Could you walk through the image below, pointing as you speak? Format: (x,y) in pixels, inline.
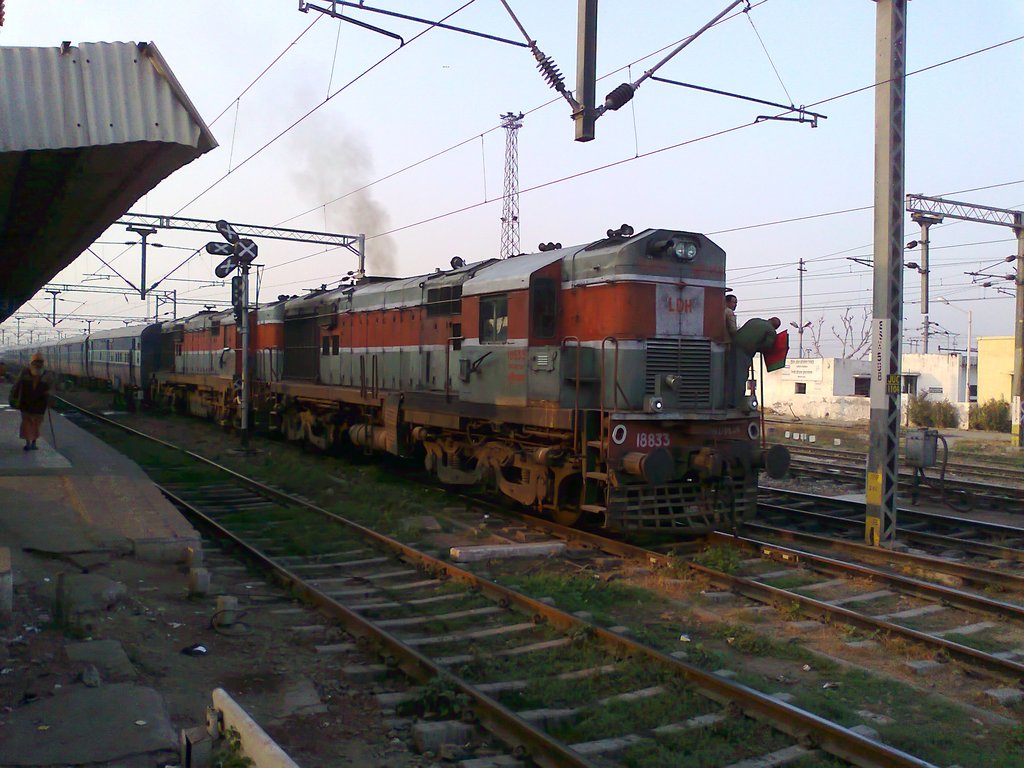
In this image I can see the train (581,449) on the track (732,544). On both sides of the train (553,316) I can see the poles (880,403). To the left (29,403) I can see the person (49,405) standing on the platform (37,460). To the right (863,397) I can see the plants (910,419), buildings (847,391) and trees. In the background (359,111) I can see the sky (620,17).
